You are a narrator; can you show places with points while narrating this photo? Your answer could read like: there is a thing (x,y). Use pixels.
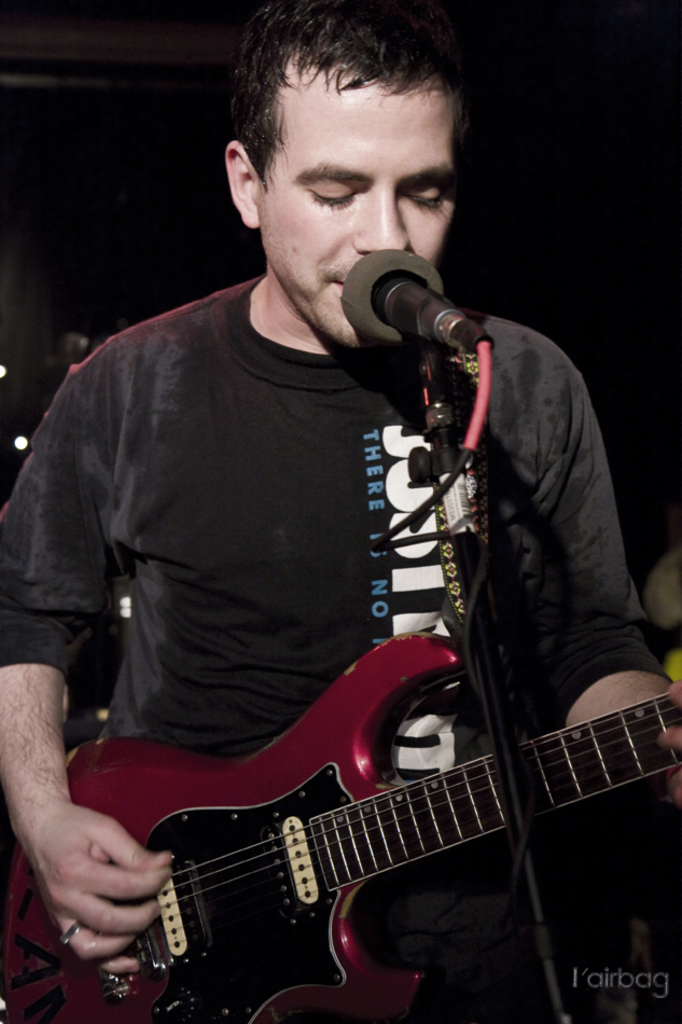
He is a man (25,476) standing in the center (418,657) and he is playing a guitar (365,702). He is singing a song on a microphone (453,329).
